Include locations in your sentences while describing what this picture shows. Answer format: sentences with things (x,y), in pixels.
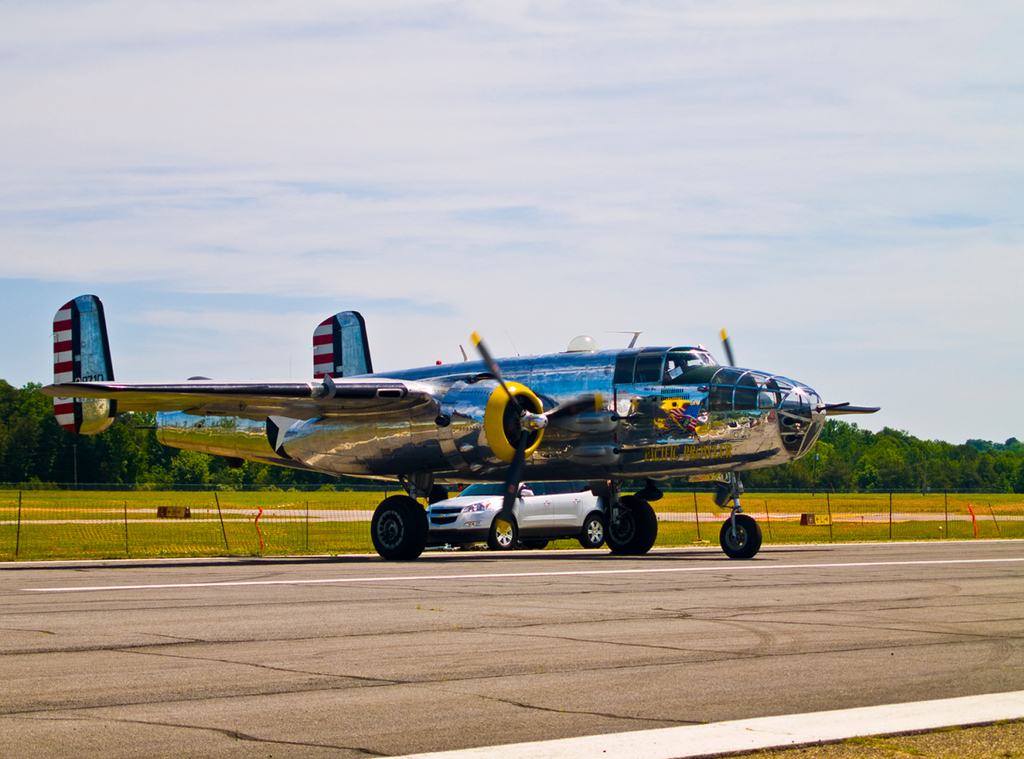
In this image we can see an aircraft (428,467), and a car (439,520) on the runway (469,557), there are trees (898,482), also we can see the sky (548,177) and fencing (88,541).
